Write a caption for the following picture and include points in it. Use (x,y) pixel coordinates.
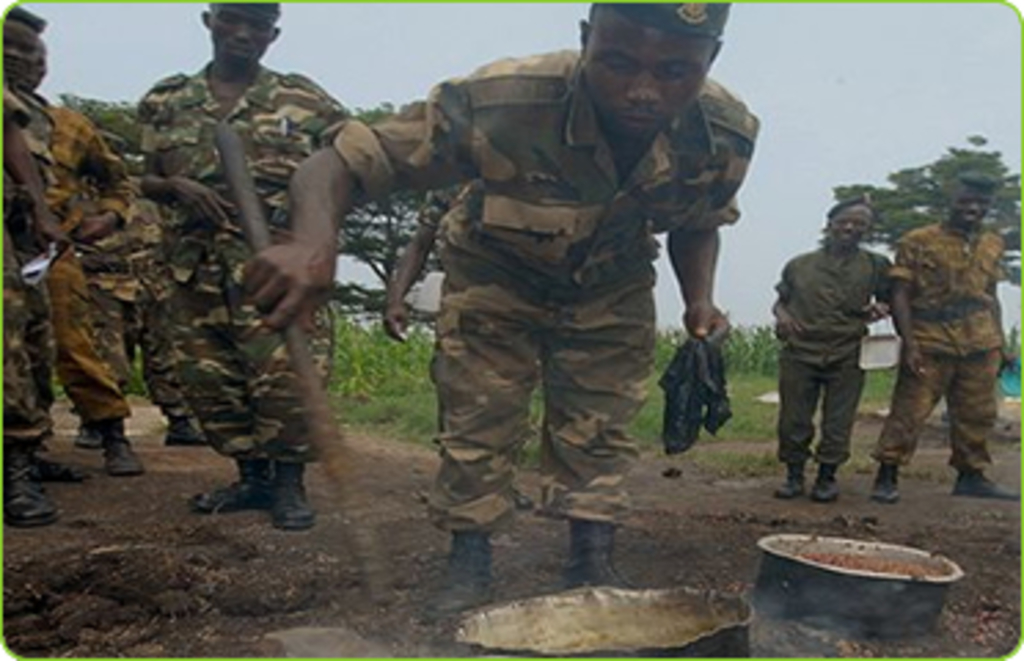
In this image I can see group of people (518,260) are standing. This man (581,250) is holding something in the hand (314,261). These people (473,419) are wearing uniforms (493,229). Here I can see some objects (833,599) on the ground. In the background (425,366) I can see trees (394,242) grass (422,351) and the sky (658,314).
